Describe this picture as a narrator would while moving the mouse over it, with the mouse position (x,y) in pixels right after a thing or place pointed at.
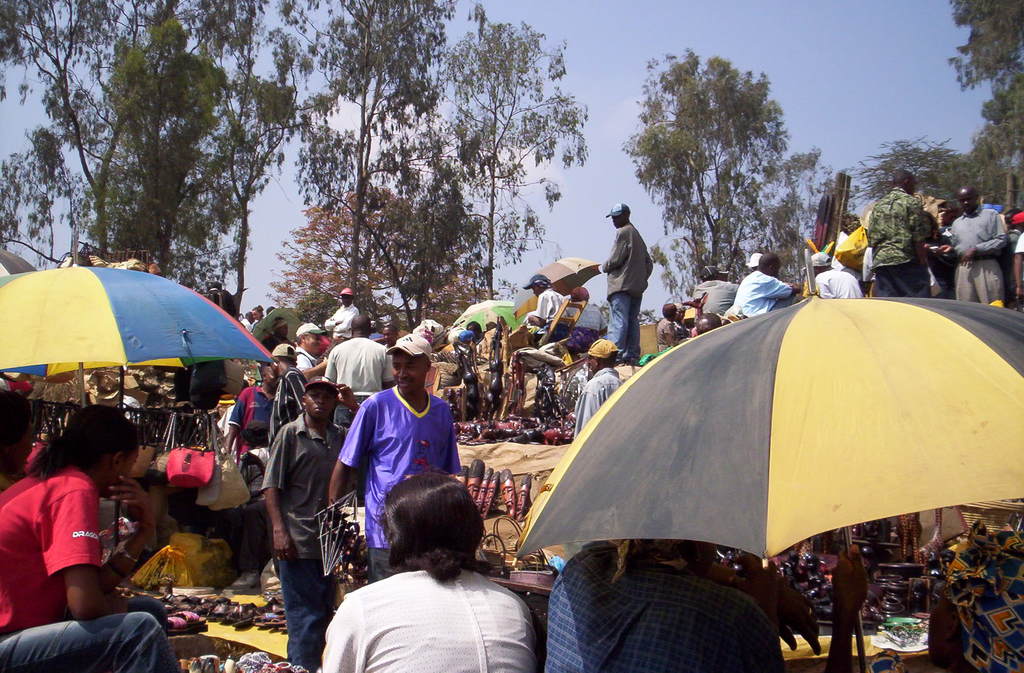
In this picture we can see some people (593,408) standing here, there are some umbrellas (795,415), in the background (766,214) we can see trees (492,175), we can see footwear (250,615) here, there is the sky (675,29) at the top of the picture (693,24).
